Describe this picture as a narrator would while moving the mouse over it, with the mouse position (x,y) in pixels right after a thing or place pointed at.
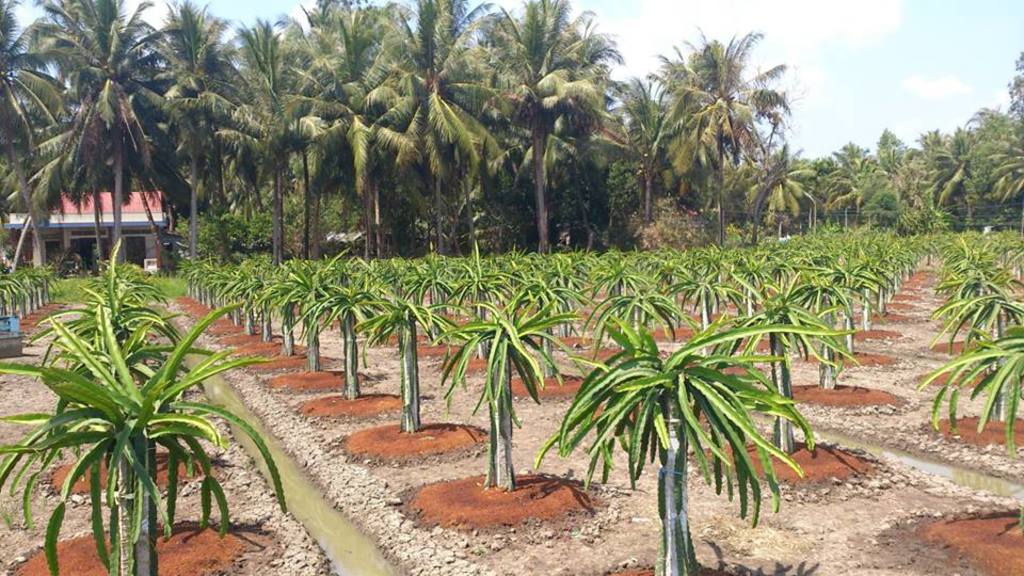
Here in this picture we can see number of plants (141,402) and trees (575,162) covered all over there on the ground (477,444) and we can see some lanes (312,488), through which we can see water (306,486) flowing on the ground (770,436) and in the far we can see a house (136,242) present and we can see the sky (811,38) is clear.
